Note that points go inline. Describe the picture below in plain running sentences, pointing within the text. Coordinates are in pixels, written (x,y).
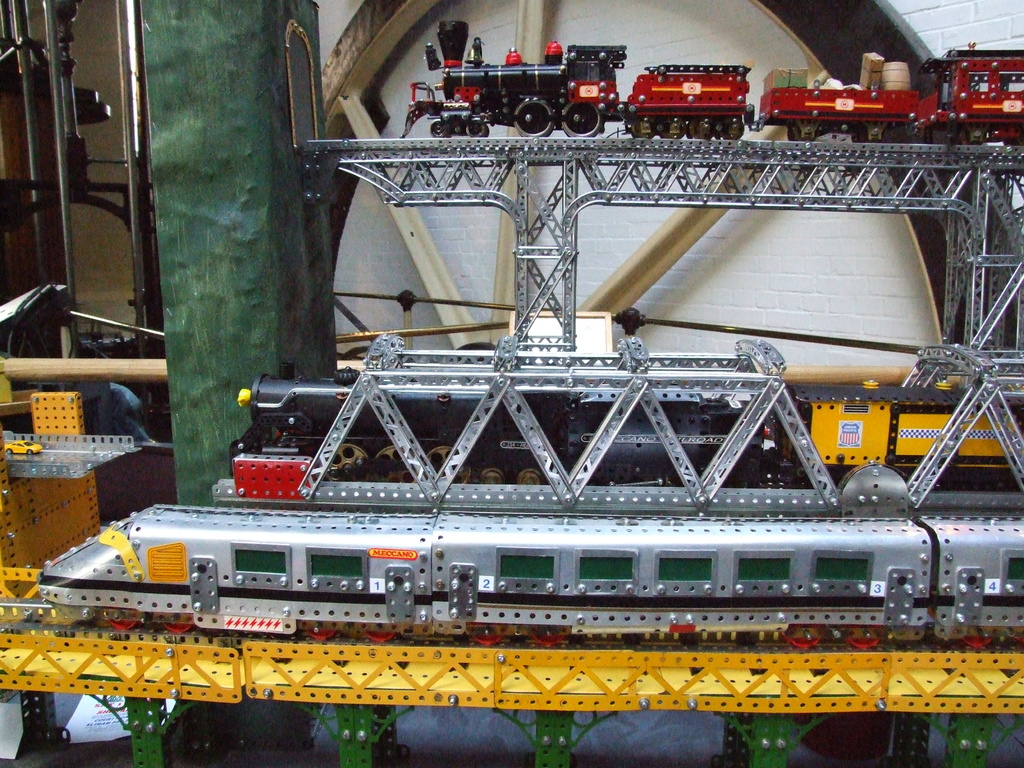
In the image there are train toys (366,448) of different colors, all the trains (581,612) are arranged on the tracks (478,155) and there is a wheel (820,25) behind the trains (697,135).
